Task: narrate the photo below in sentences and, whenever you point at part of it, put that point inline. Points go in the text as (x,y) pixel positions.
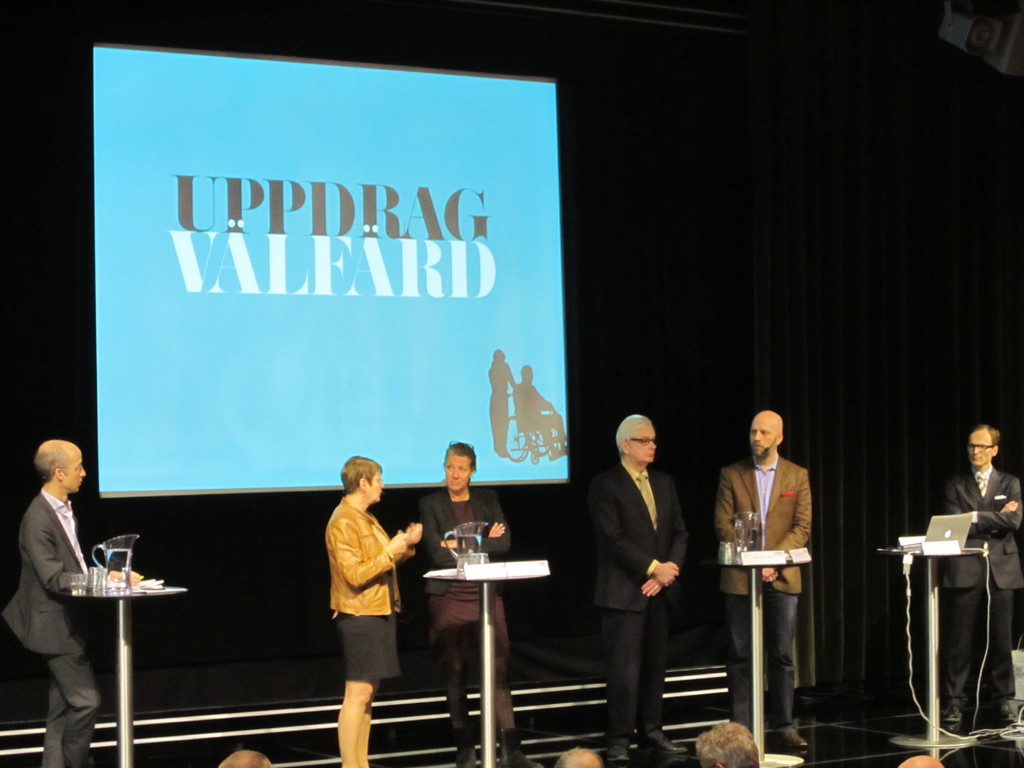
In the center of the picture (675,510) there are tables (932,561), glasses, jars (114,563), laptop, cables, name plates (527,572) and people (349,618) standing. In the background (211,282) there is a projector screen (318,301). At the bottom (734,758) there are people's heads (720,748). In the background (569,220) there are black curtains (584,277).
